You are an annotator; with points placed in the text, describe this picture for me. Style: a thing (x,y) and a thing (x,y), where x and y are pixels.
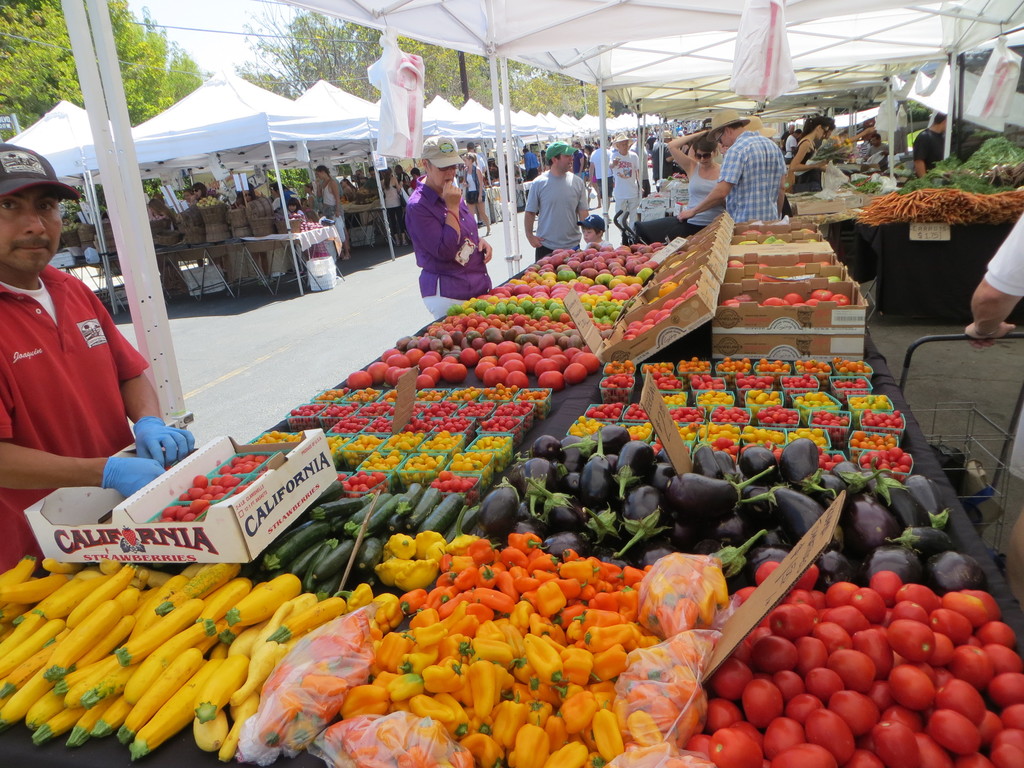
In this picture we can see some stores (653,137), in the front (878,614) there are some vegetables (635,655), we can see trays (756,307) here, in the background (185,125) there are tents (179,143), there are some people (733,160) standing, on the right side (973,444) we can see a trolley (962,439), we can see trees (143,55) and the sky (218,27) at the left top of the picture (227,39).
